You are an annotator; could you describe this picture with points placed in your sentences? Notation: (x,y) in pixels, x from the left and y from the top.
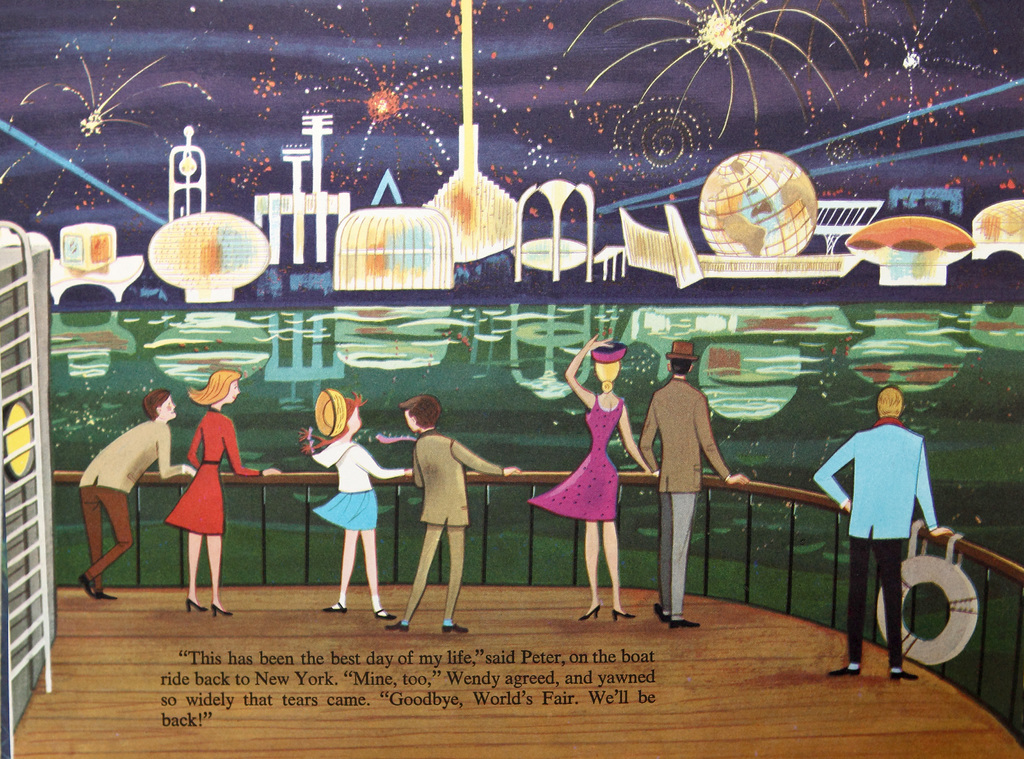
This is a cartoon picture and we see text (654,696) on it.
